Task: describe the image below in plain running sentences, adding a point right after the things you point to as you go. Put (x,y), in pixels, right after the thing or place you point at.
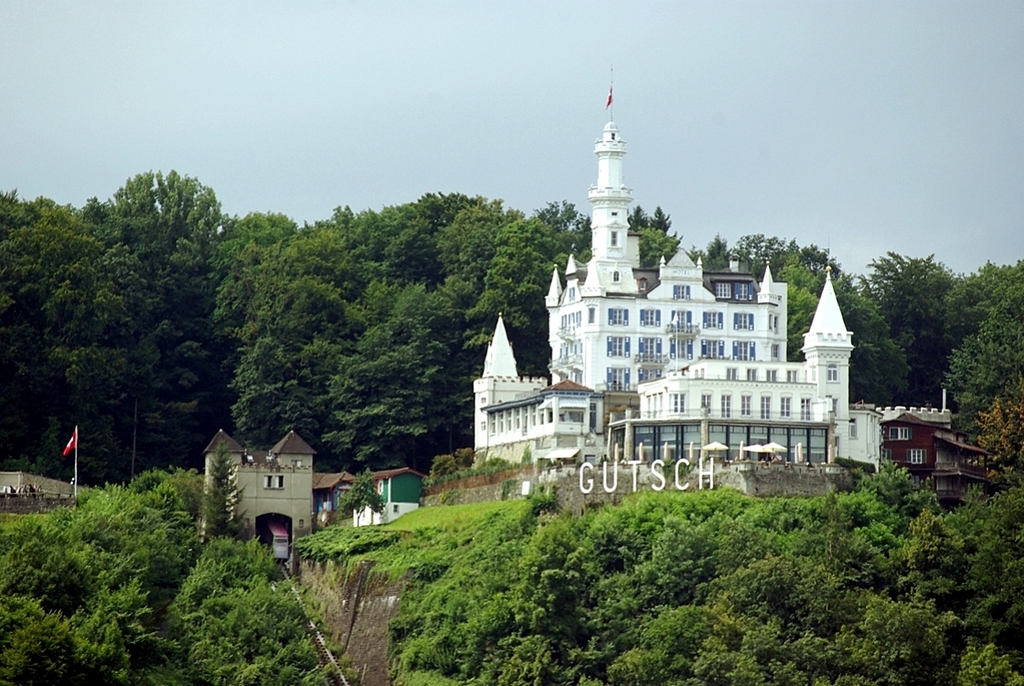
At the bottom of the picture (515,509) there are trees (532,526). In the center of the picture (587,305) there is a castle (696,356). On the left (267,477) there are buildings (12,482) and a flag (74,452). In the background (332,298) there are trees (888,278). Sky (539,103) is cloudy.
